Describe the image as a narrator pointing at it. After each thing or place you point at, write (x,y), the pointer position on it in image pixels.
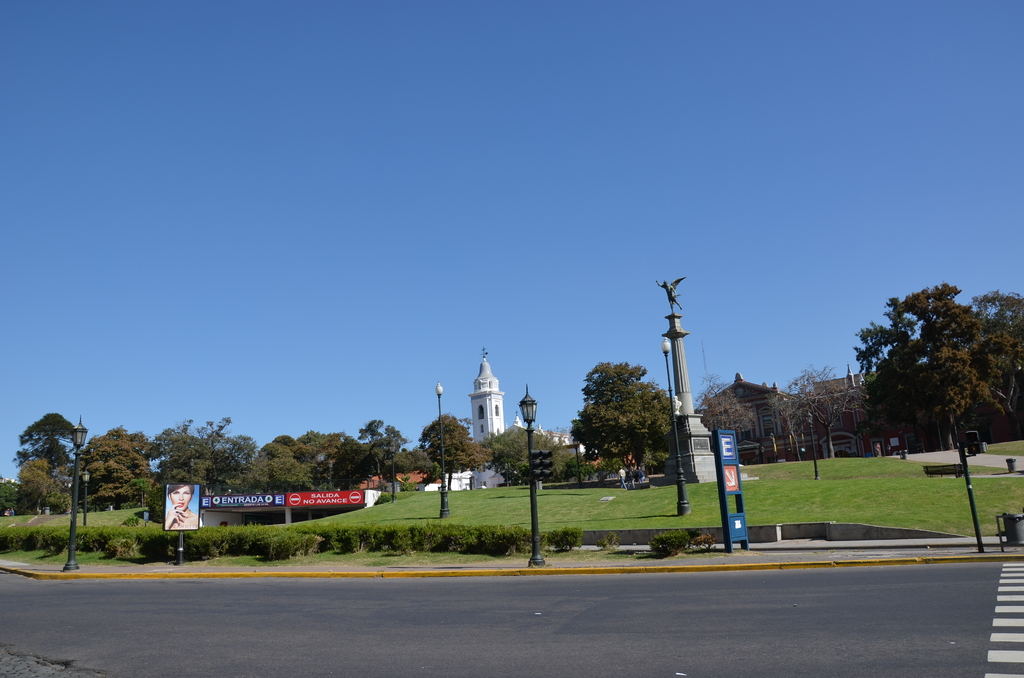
In this picture there are buildings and trees (1009,399) and street lights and there are hoardings (727,449) and there is a statue (712,453) and there are dustbins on the footpath (898,553). At the back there is a person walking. At the top (382,133) there is sky (415,252). At the bottom (365,645) there is a road (613,665) and there is grass (862,484).
